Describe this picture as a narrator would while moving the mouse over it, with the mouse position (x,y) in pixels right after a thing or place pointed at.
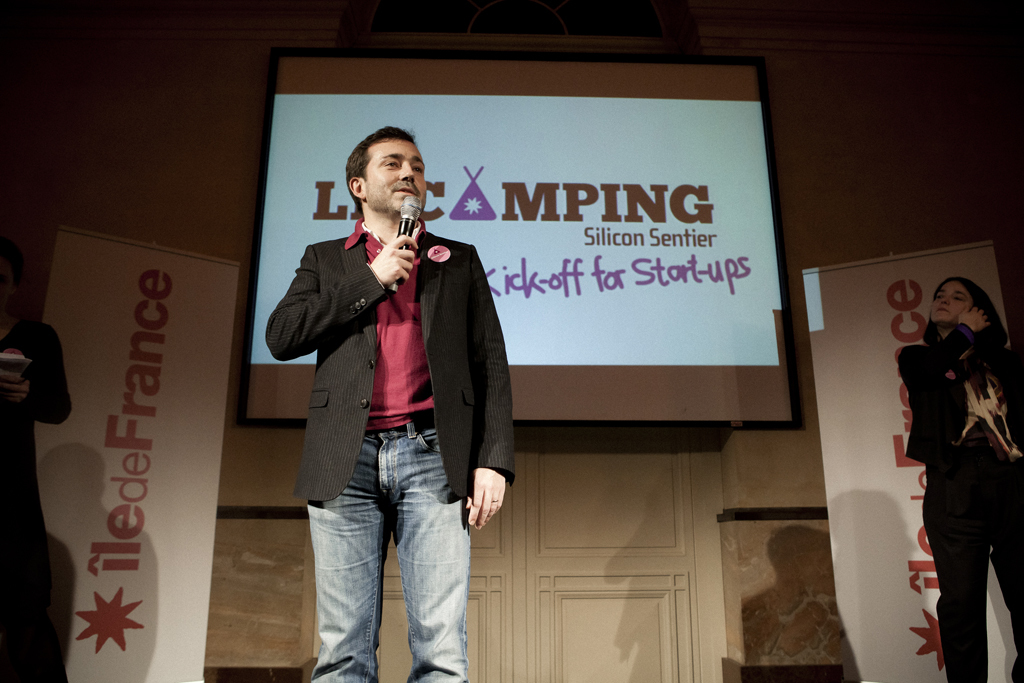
In the image we can see there are three people (507,461) standing, wearing clothes (404,562) and the middle person (323,302) is holding a microphone (407,231) in hand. Behind them there is a projected screen (585,337) and these are the banners (174,385).
